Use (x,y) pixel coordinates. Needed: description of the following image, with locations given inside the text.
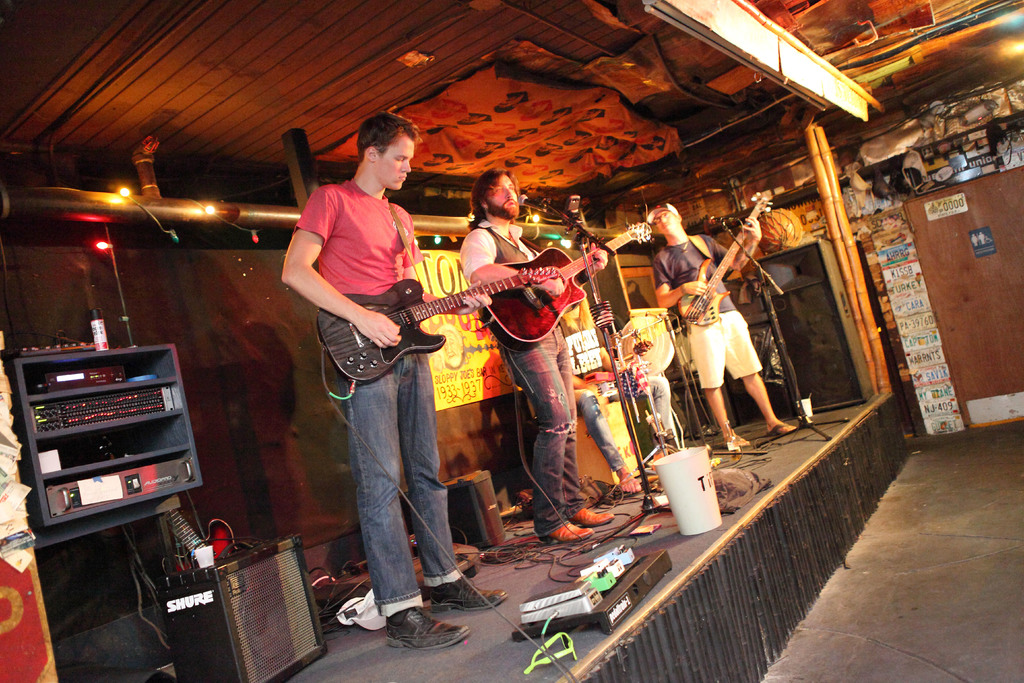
In this picture we can see four men (556,333) where three are standing on stage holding guitars (511,282) in their hands (392,323) and playing it and in middle (508,229) person (518,248) singing on mic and on stage (692,538) we can see bucket (708,492), speakers (277,543), devices (146,410), wires (585,543) and in background (276,360) we can see wall (279,346) with banners (450,364), stickers (892,266), pole (850,251).
